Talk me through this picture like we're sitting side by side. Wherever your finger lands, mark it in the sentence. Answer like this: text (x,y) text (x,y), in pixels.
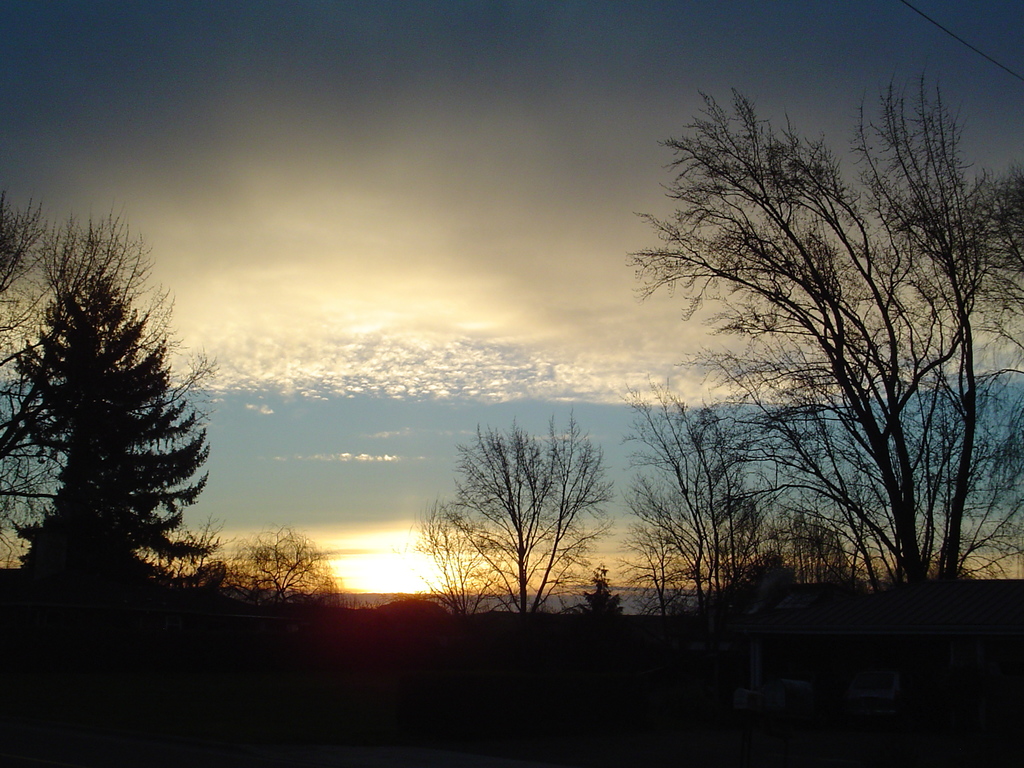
In this picture I can see trees (817,553) and I can see a blue cloudy sky (445,328).
